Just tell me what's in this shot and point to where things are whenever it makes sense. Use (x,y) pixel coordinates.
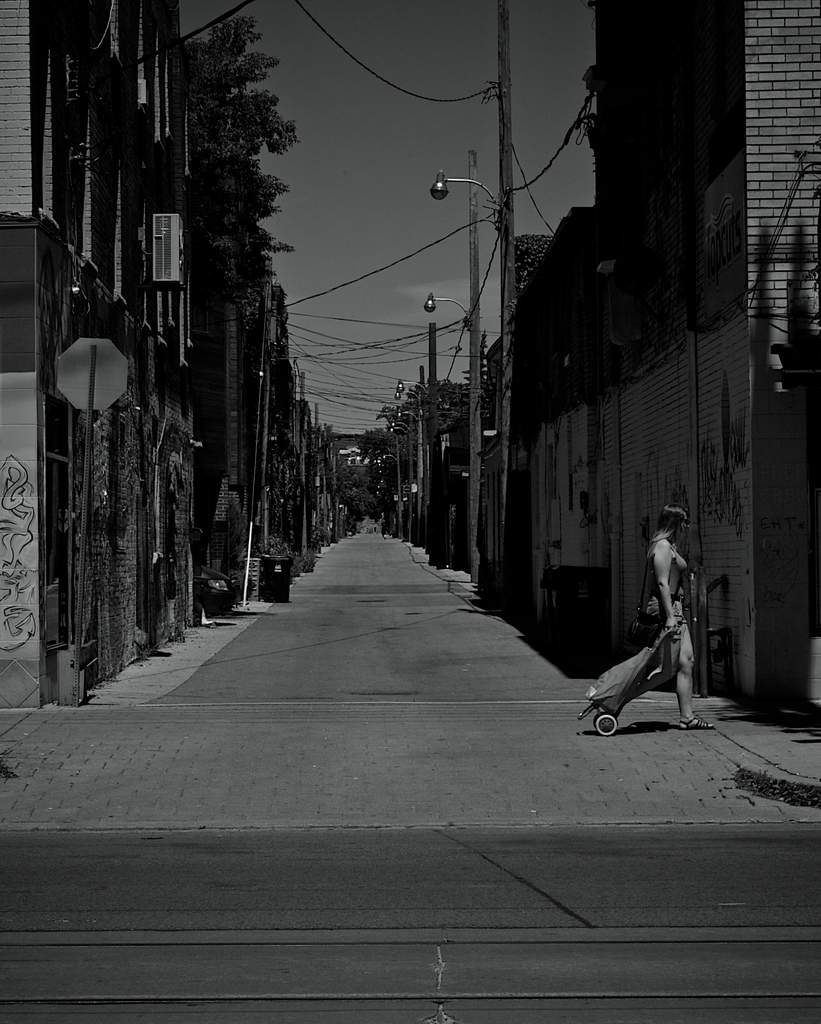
In this image there is a empty road (441,843) where a lady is walking along with trolley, beside that there are buildings (680,420), electric poles (470,302) and trees (219,166).
